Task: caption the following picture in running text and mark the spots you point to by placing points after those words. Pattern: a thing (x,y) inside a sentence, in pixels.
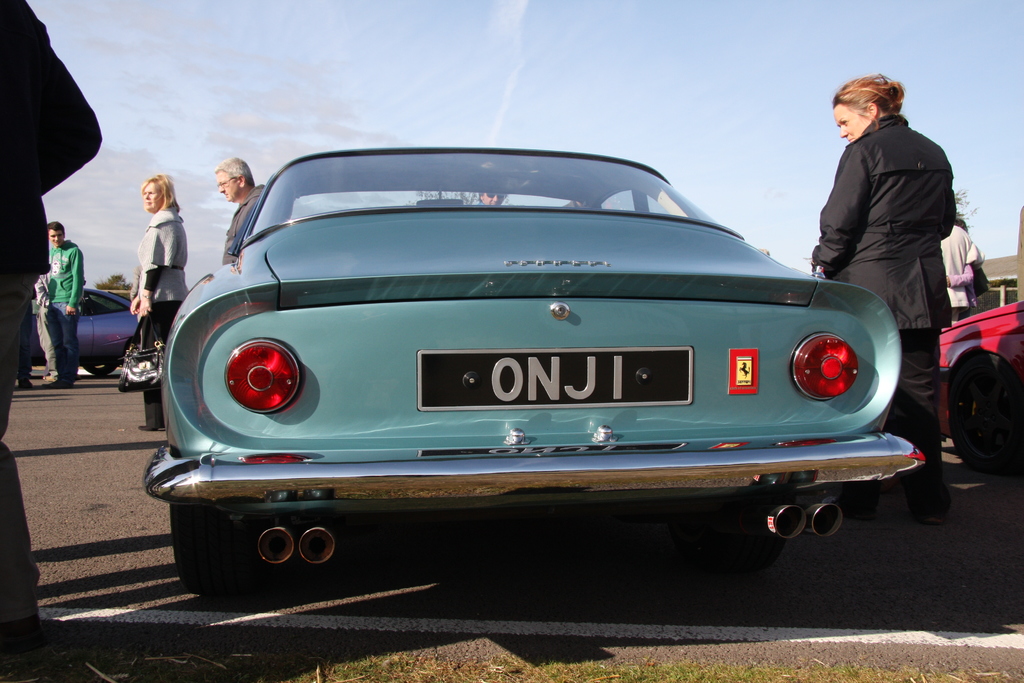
In the image we can see there are cars (370,282) parked on the road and there are people (961,298) standing beside the cars (458,320). Behind there is a building (1000,273) and there is a clear sky (124,100).
